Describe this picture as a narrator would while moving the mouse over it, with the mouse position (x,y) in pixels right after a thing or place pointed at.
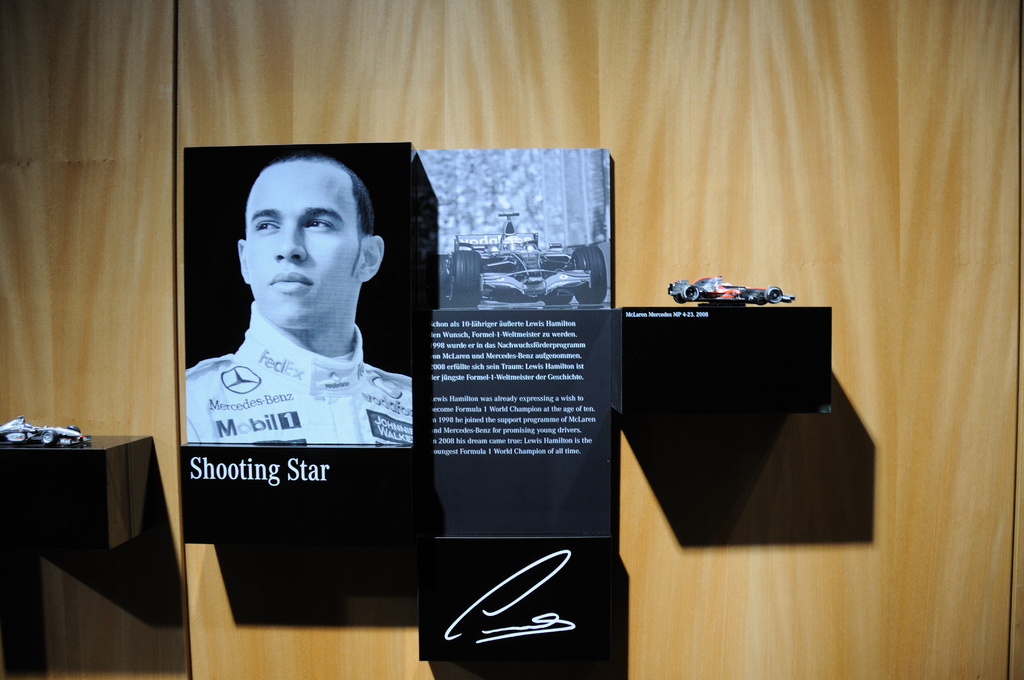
In this picture we can see the boards (409,386) are present to the wall (260,547) and also we can see the shelves (712,366). On shelves (68,503) we can see the toys (9,435).
